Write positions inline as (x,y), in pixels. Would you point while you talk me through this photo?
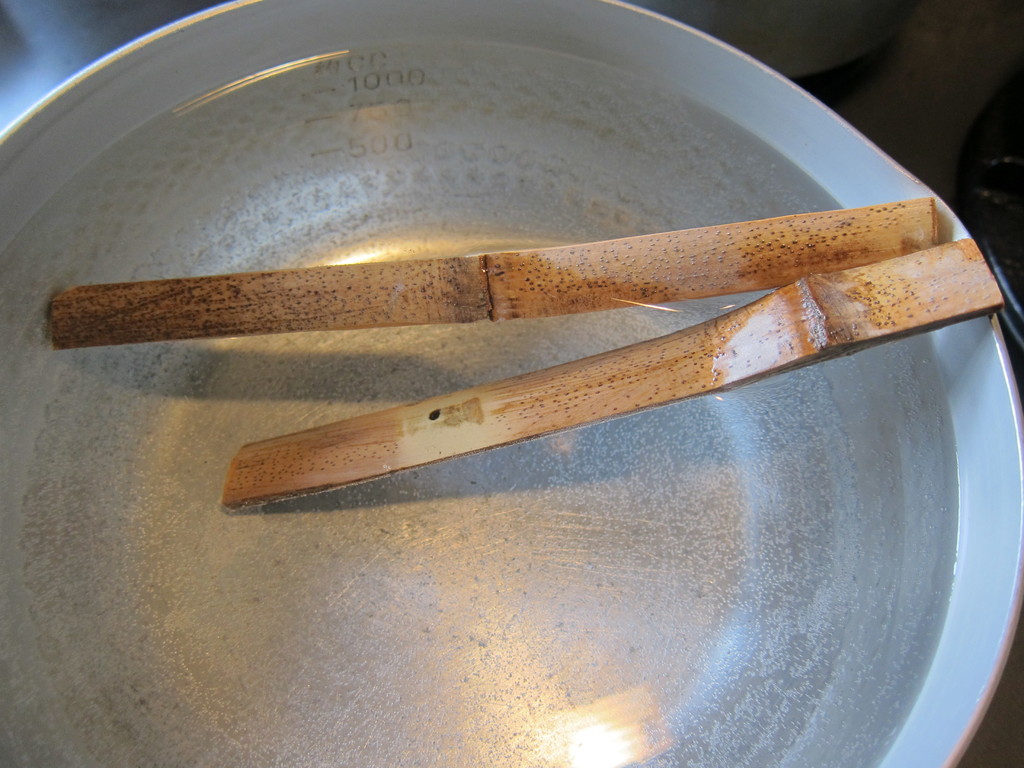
In this image I can see a silver bowl (773,106). I can see two wooden sticks (680,274) in it.
